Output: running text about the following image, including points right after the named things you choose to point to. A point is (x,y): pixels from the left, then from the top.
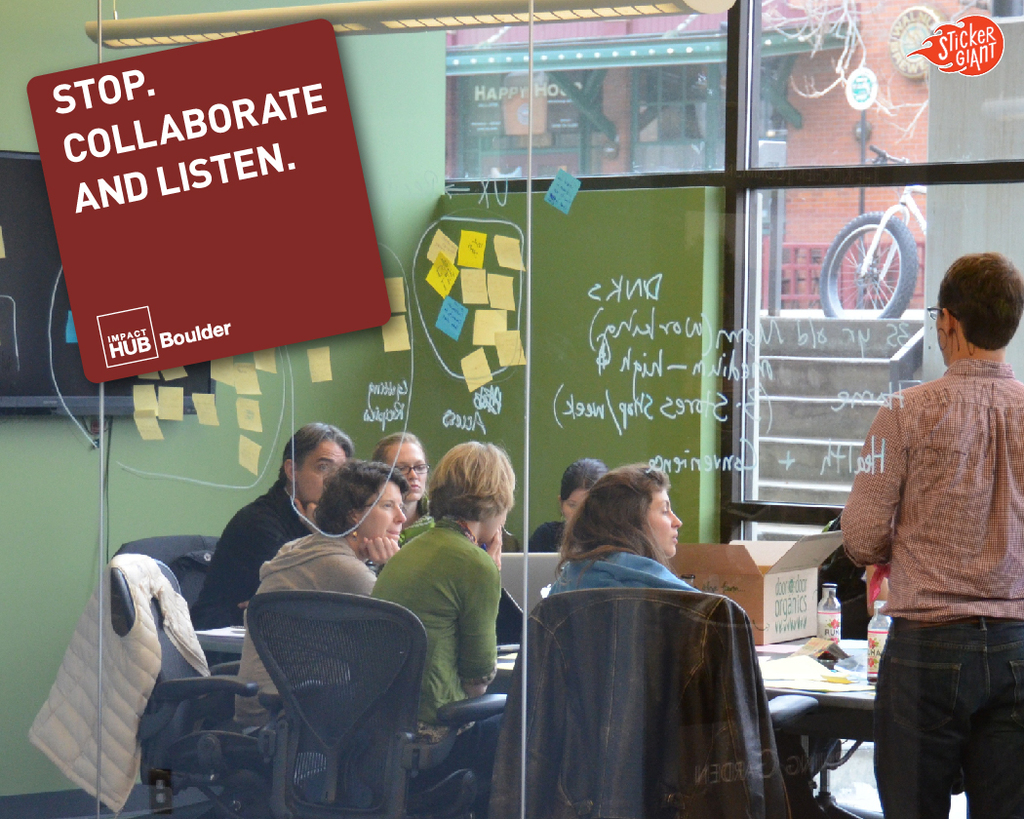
This image is clicked inside the room (753,323). There are many people (322,491) sitting in the chair (337,681) around the table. To the right (956,518), the man (921,553) standing is wearing a black jeans (964,764). To the left (308,297), there is a sticker (256,218) in red color. In the front (654,421), there is a glass (560,336). In the middle (421,536), the woman (428,621) sitting in the chair (412,630) is wearing green dress (433,656).
